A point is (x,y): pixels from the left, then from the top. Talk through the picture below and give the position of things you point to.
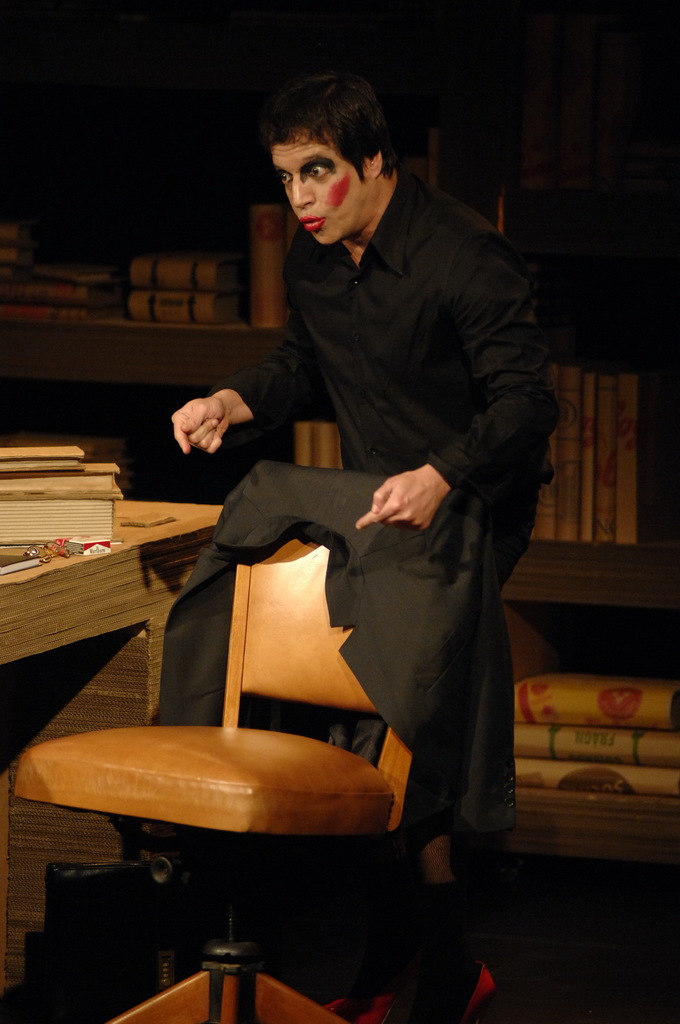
In the middle of the image (405,345) a man (400,202) is standing. In front of him there is a chair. Bottom left side of the image (121,708) there is a table (129,559). On the table (208,506) there are some books (97,496). Right side of the image (572,357) there is a shelf (665,850).
